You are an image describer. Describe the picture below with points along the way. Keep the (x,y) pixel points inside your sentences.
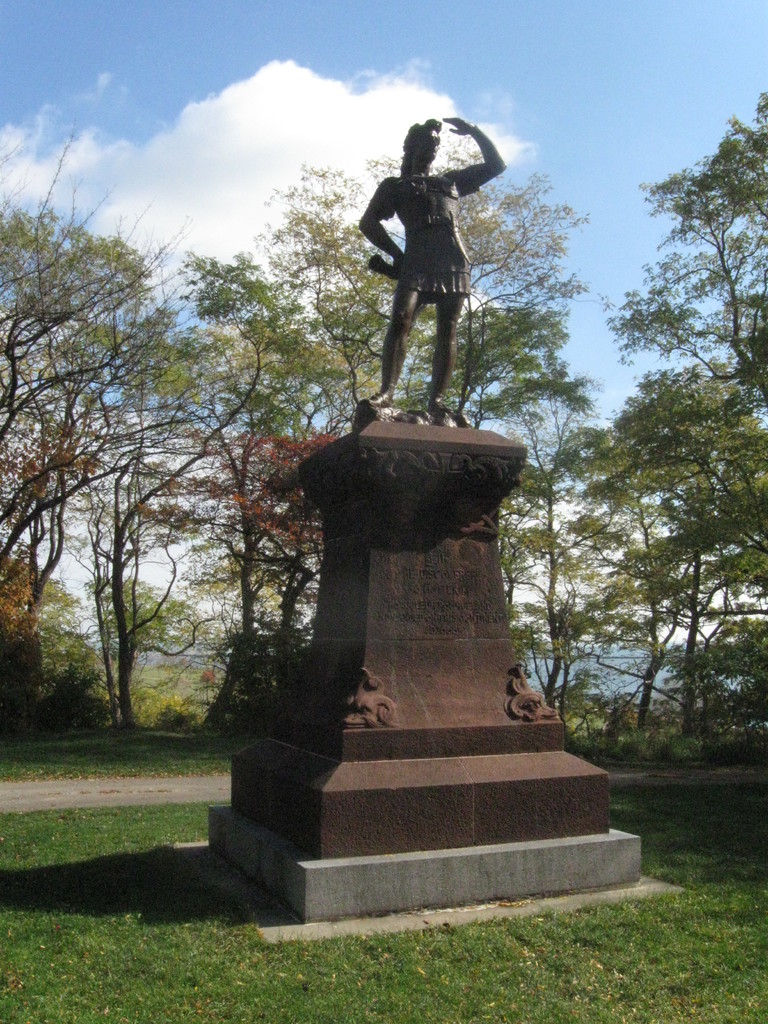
In this image I can see an open grass ground (140,882) and in the front (528,687) I can see a sculpture (478,440). In the background (680,687) I can see number of trees (525,495), clouds (245,106) and the sky (66,139).
